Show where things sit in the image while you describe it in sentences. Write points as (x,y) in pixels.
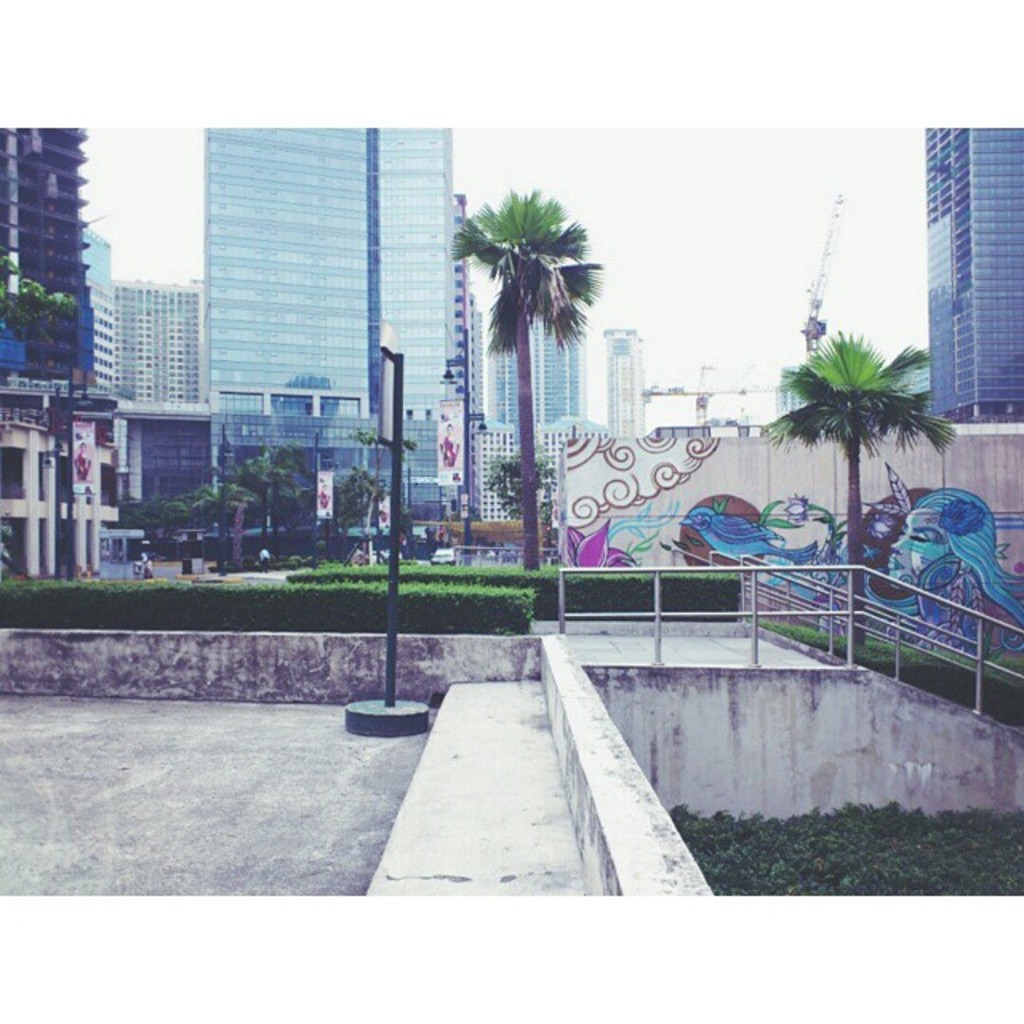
In this picture we can see a pole (388,649) in the front (396,626), at the right bottom (890,832) there are some plants (899,826), in the background (544,309) we can see buildings (427,311), trees (546,314), shrubs (370,623), hoardings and the sky (682,257).
